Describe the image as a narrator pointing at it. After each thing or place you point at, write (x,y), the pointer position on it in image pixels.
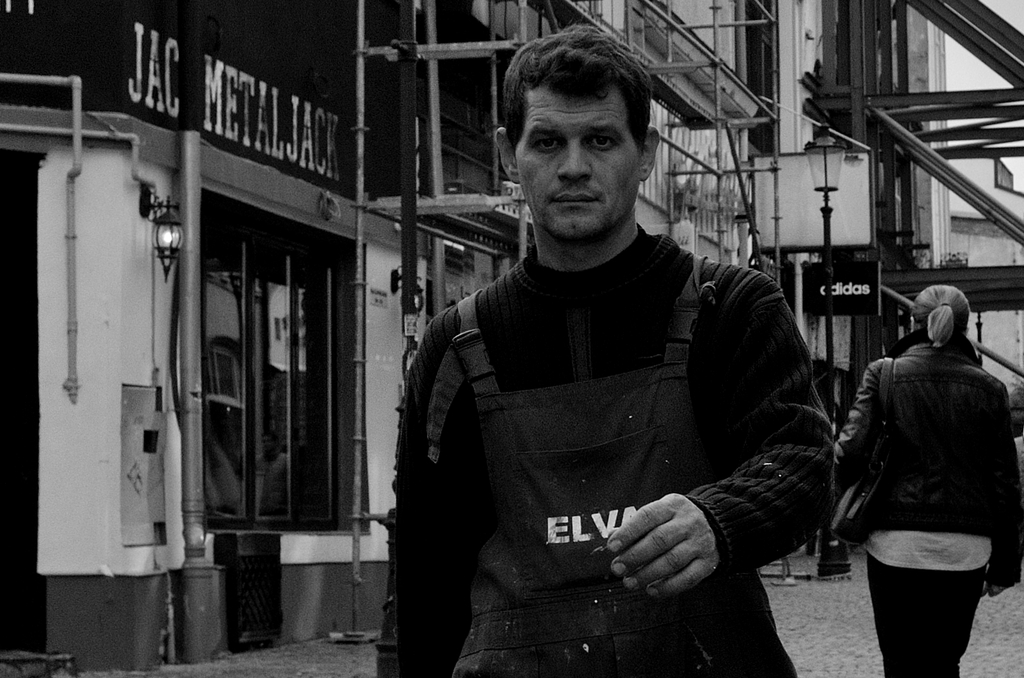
This is a black and white pic. Here we can see a man (579,425) and behind him there is a woman (897,430) carrying a bag (878,474) on her shoulder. In the background (203,107) we can see buildings (100,78), lights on the wall (116,36), poles (522,42), pipes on the wall (343,166), small boards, text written on the wall (93,32) and other objects (701,62).
